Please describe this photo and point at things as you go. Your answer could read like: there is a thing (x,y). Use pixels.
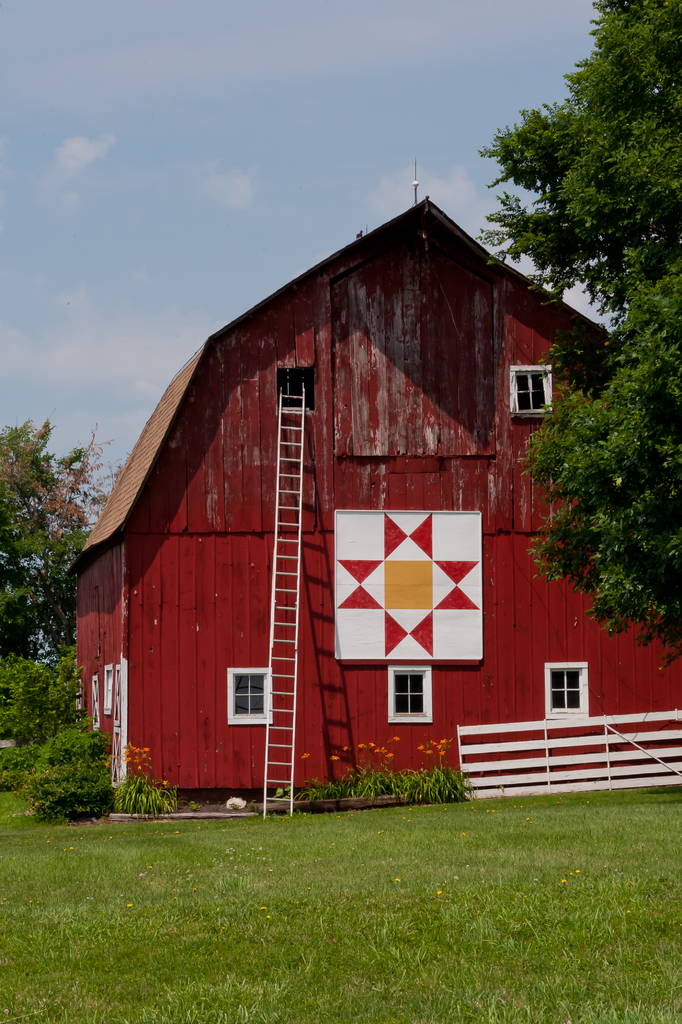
In this image there is a building (326,629). Here there is a ladder (276,744). In the right (600,761) there is a wooden fence (633,754). In the background (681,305) there are trees (670,360). The sky (146,94) is cloudy.
